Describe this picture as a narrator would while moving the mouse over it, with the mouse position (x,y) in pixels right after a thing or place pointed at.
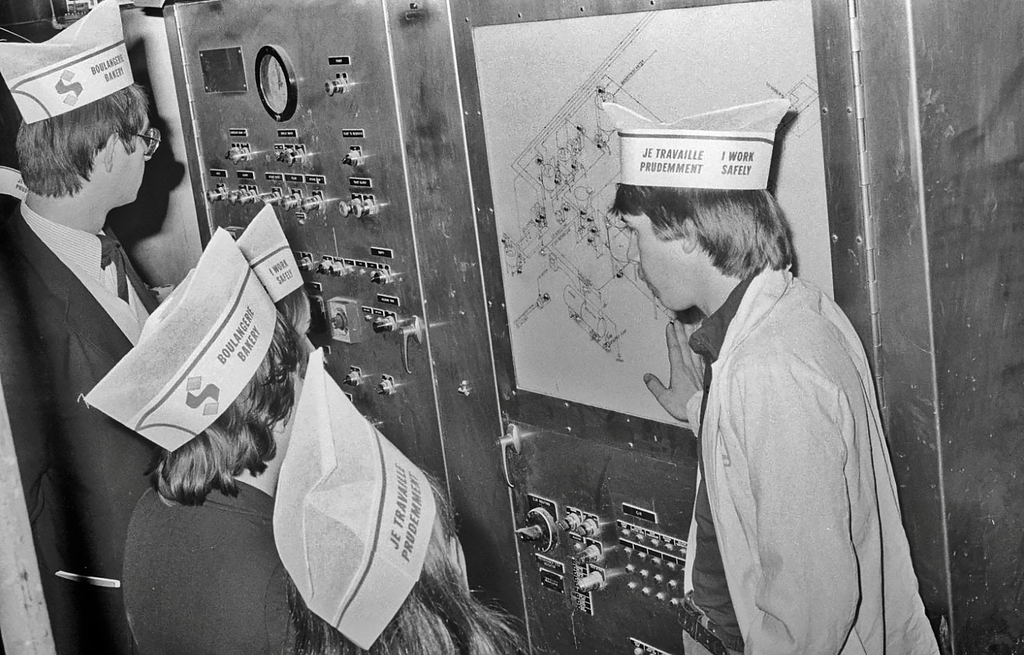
It is a black and white image there are few people (303,456) standing in front of a machine (458,344) and a person (746,475) is explaining the map (557,196) to the people (253,439).
